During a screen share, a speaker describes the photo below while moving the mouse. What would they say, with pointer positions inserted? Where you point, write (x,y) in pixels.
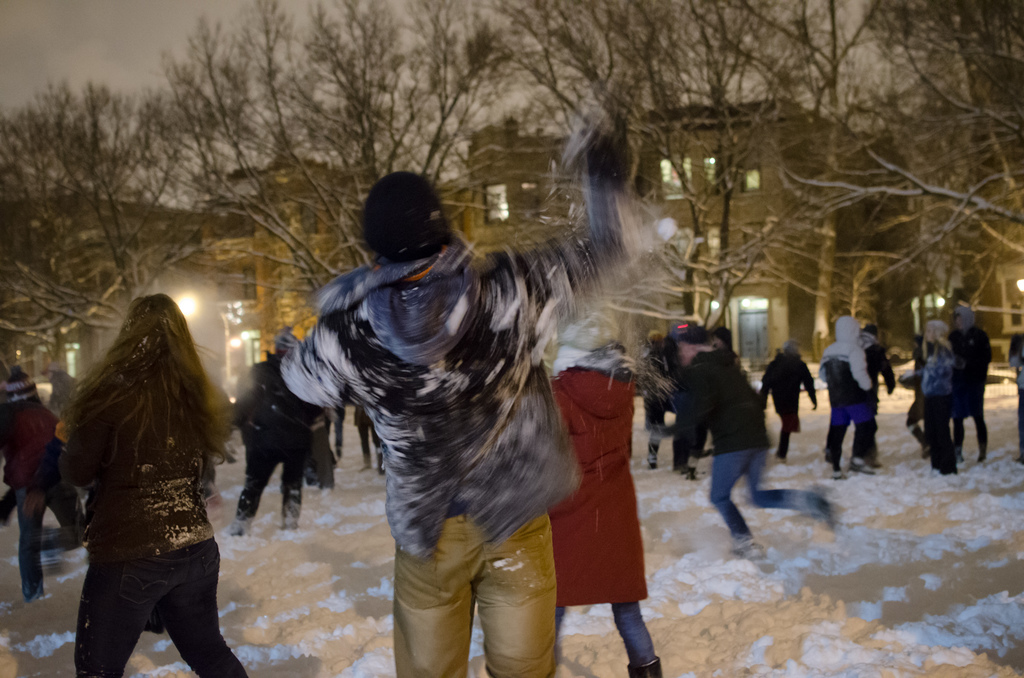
This picture is taken outside. In the center (555,394), there is a person (519,472) wearing a jacket (389,440) and cream trousers (532,588) and he is playing with the snow (801,534). Towards the left (167,477), there is a woman (184,419). Many of the people (850,418) are facing backwards. On the top (243,103), there are buildings (697,133) and trees (989,21). At the bottom (791,602), there is a snow (839,622).
